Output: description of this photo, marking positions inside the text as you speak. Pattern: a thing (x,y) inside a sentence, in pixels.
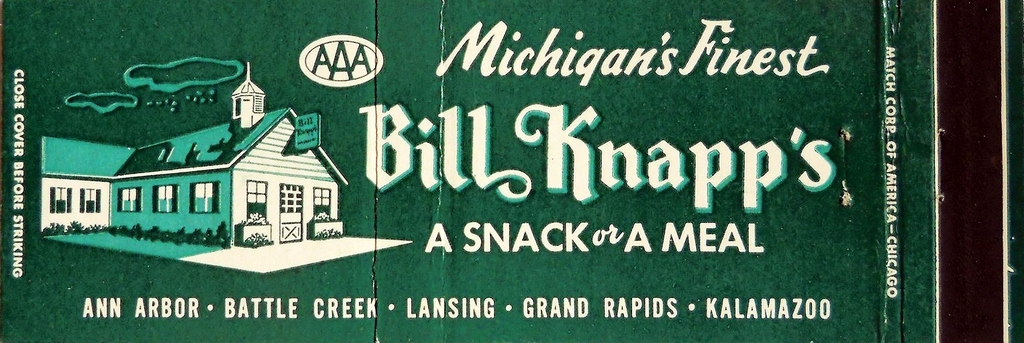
In this image we can see the picture of a house (138,169), plants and texts (368,137) written on a platform (55,60).
